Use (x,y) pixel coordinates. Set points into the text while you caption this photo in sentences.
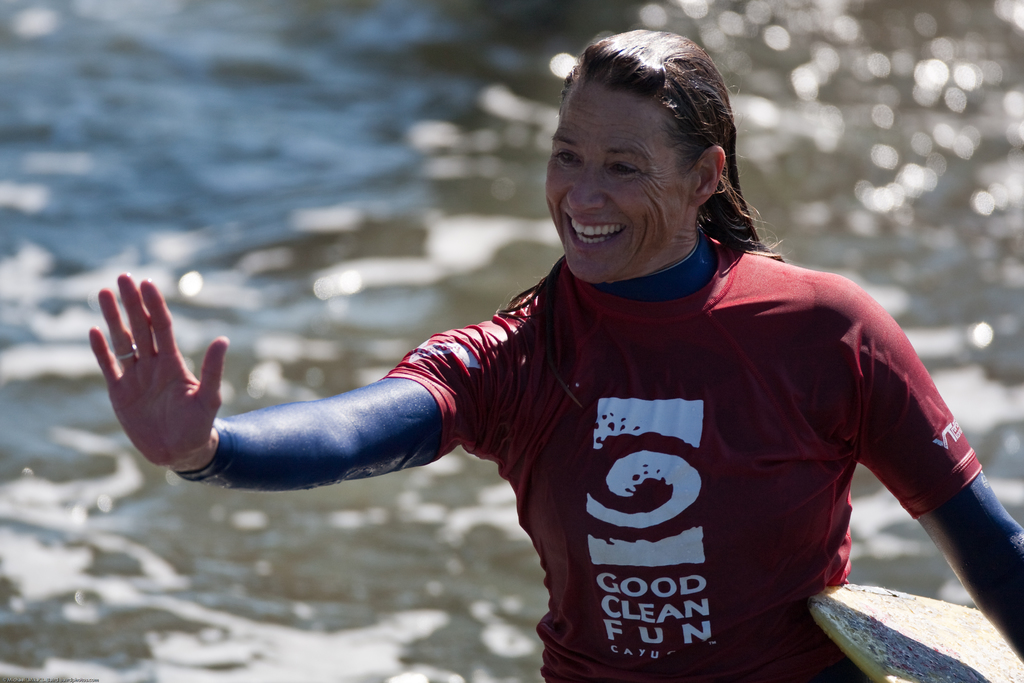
In this image I can see a woman (634,447) is showing her hand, she is wearing a red color t-shirt (767,420). It looks like she is holding the surfboard (914,613) in her hand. At the back side (371,182) there is the water (334,202).
